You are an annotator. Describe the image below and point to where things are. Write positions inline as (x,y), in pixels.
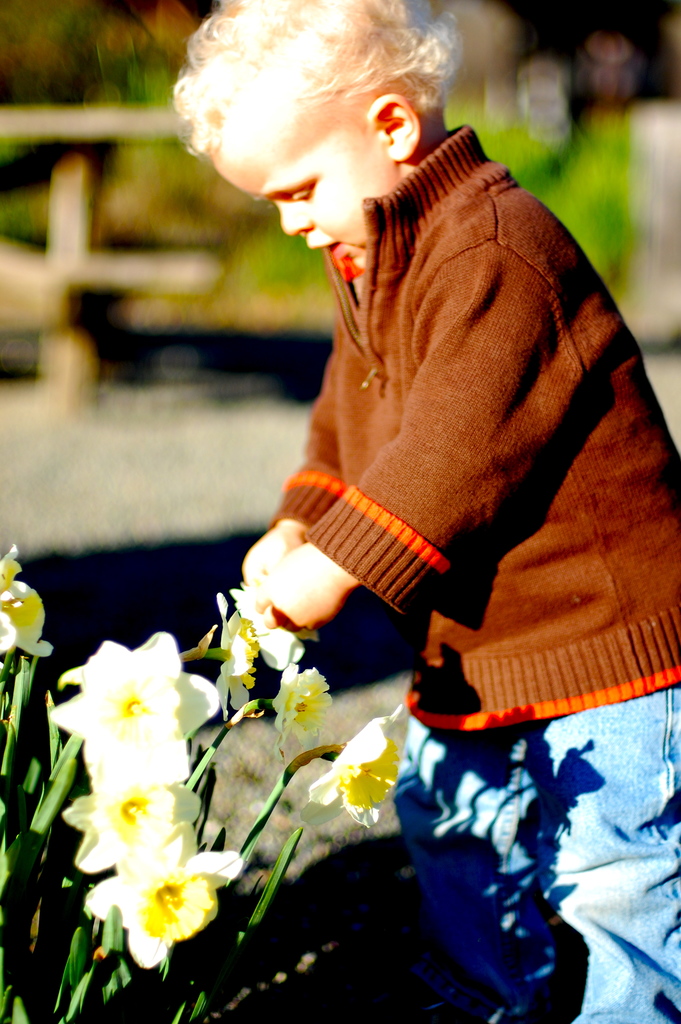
In this image I can see the person (473,322) with the brown and blue color dress (516,726). In-front of the person (438,683) I can see the flowers (86,823) to the plants (70,964). I can see these flowers (127,892) are in cream and yellow color. In the background (83,371) I can see few more plants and the wooden object (41,256). And the background (47,267) is blurred.
